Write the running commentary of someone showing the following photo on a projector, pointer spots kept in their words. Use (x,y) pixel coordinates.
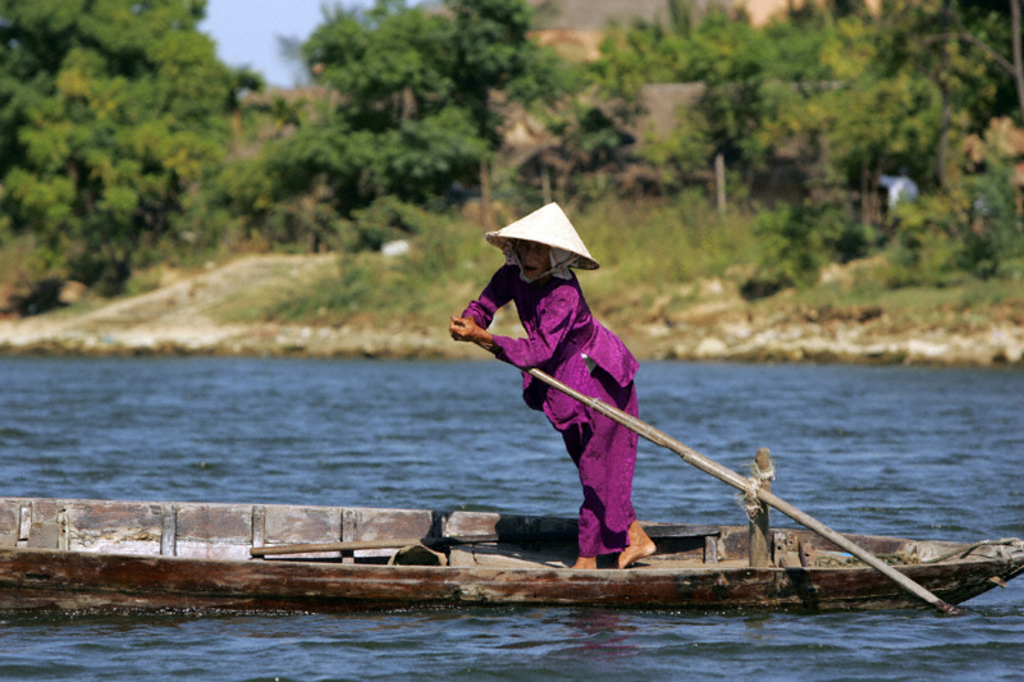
In this image at the bottom (850,468) there is one river (646,619), in that river (318,488) there is one boat (528,548) and in the boat (804,534) there is one person (544,405) who is standing. And in the background (689,196) there are some trees (274,206), plants (361,233) and grass (755,304).
